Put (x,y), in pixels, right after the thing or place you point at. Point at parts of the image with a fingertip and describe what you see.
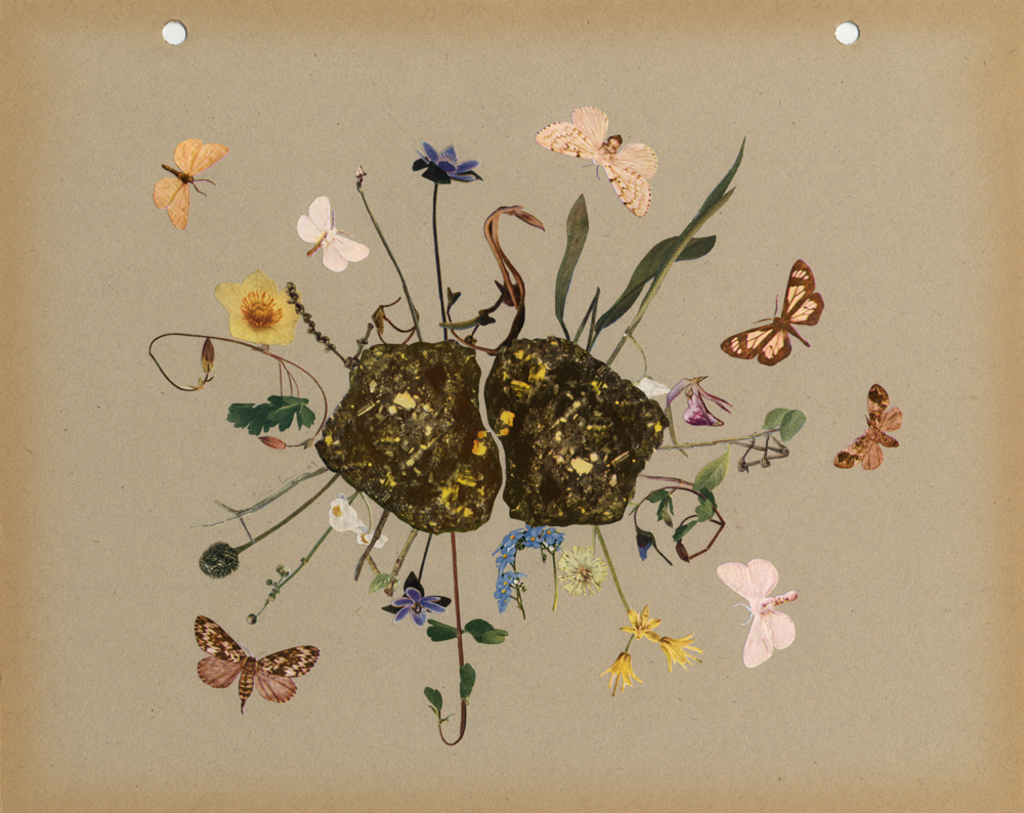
In this picture we can see a painting (206,629) on paper (424,46) and on this paper (639,30) we can see butterflies (872,428), flowers (279,314) and leaves (228,410).
